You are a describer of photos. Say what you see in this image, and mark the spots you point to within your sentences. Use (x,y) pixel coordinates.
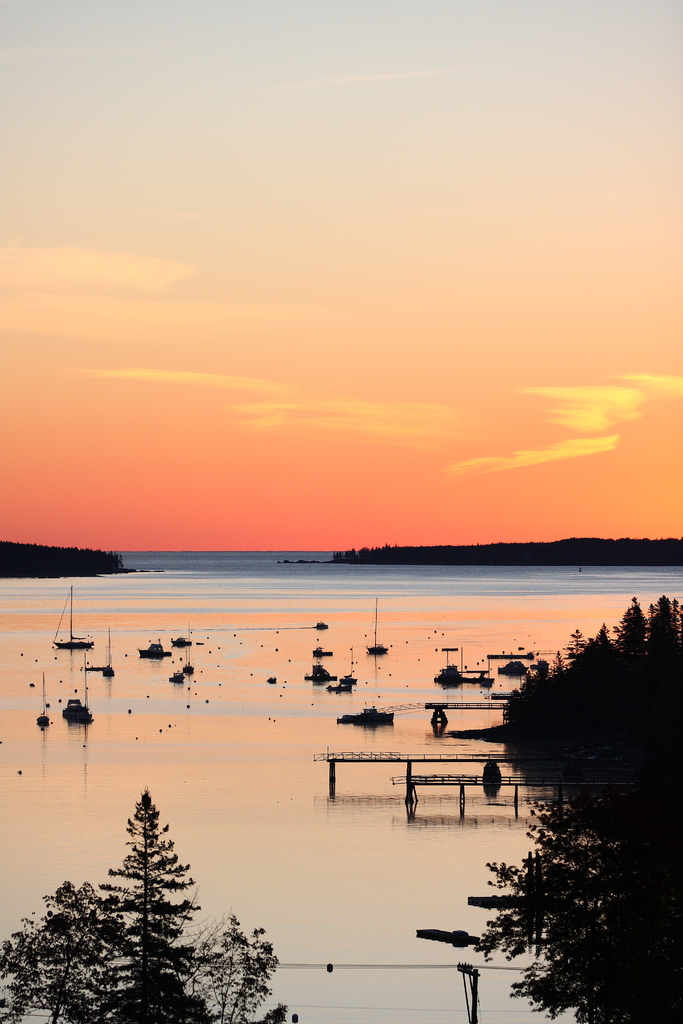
In the picture we can see the water surface (201,838) and near it, we can see some plants (610,671) and in the water (265,695) we can see some boats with poles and far away from it we can see the sky (475,440) with clouds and sunshine (239,442) to it.
